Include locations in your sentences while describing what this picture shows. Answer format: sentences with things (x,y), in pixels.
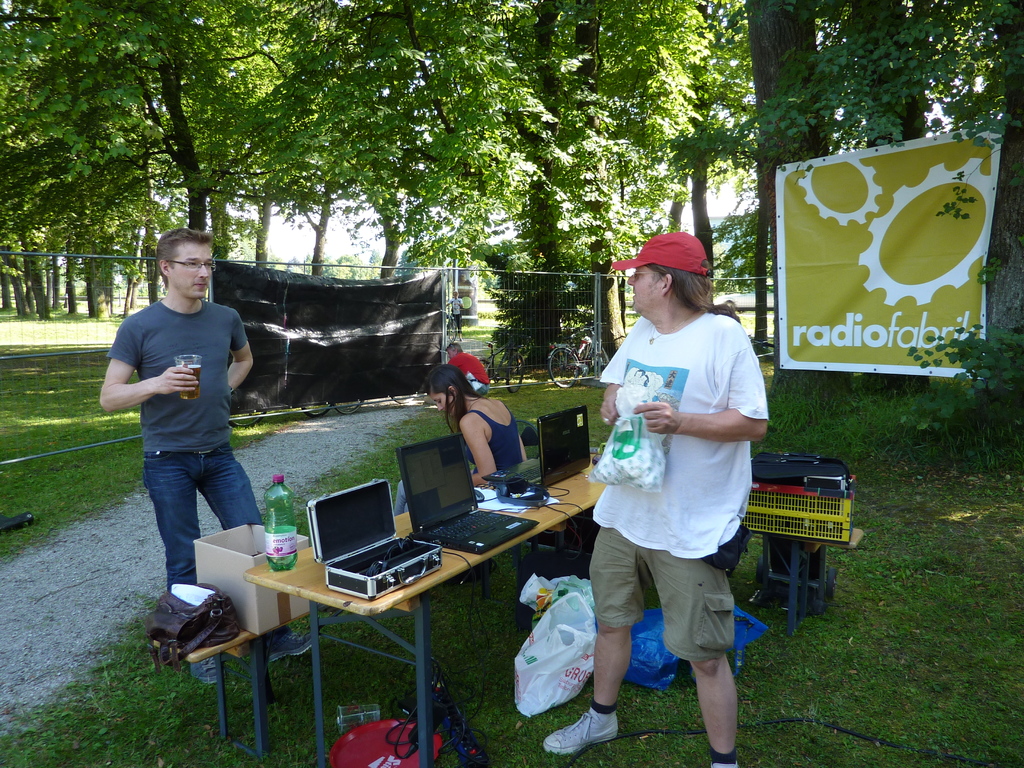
This picture is clicked outside. In the center (654,317) we can see the two persons (193,302) wearing t-shirts (716,382), holding some objects (195,391) and standing on the ground (673,742). The ground (676,727) is covered with the green grass (858,470) and we can see the table (579,489) on the top of which laptop (426,517), suitcase (371,582), bottle (293,496) and some other items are placed. There are some items (449,735) placed on the ground (777,655). In the background (844,181) there is a banner (795,319) on which we can see the text (851,327) and we can see the sky (746,196), mesh (487,302), curtain (308,337), metal rods (62,254), trees (537,148), plants (954,395) and grass (984,447).
